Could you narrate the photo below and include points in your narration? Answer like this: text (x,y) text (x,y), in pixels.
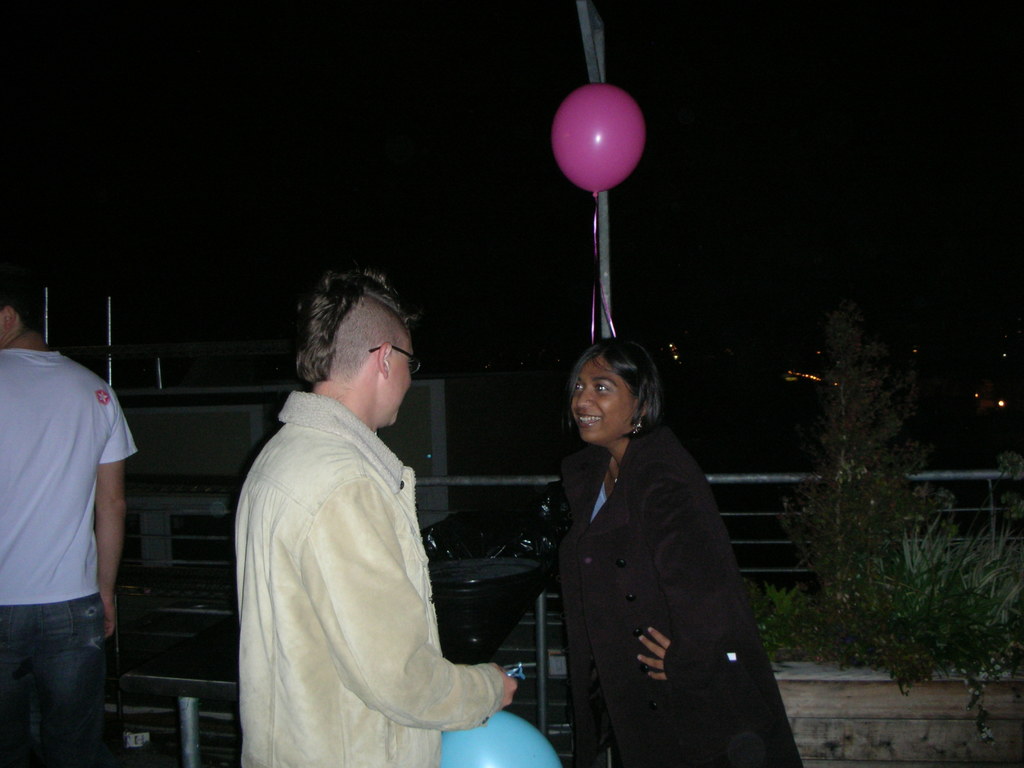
In this picture there is a man (405,388) who is wearing spectacle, jacket (330,610) and he is holding something (510,669) in his hand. Beside him there is a woman (621,566) who is wearing black jacket (678,582) and standing near to the pole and chair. In the back (556,730) there is a fencing (774,563), beside that i can see the plants (862,565). On the left (53,382) there is a man (52,655) who is standing near to the fencing (140,711). In the background (158,431) i can see the building (417,433) and the darkness (881,337). At the top (645,140) there is a balloon (640,127).
